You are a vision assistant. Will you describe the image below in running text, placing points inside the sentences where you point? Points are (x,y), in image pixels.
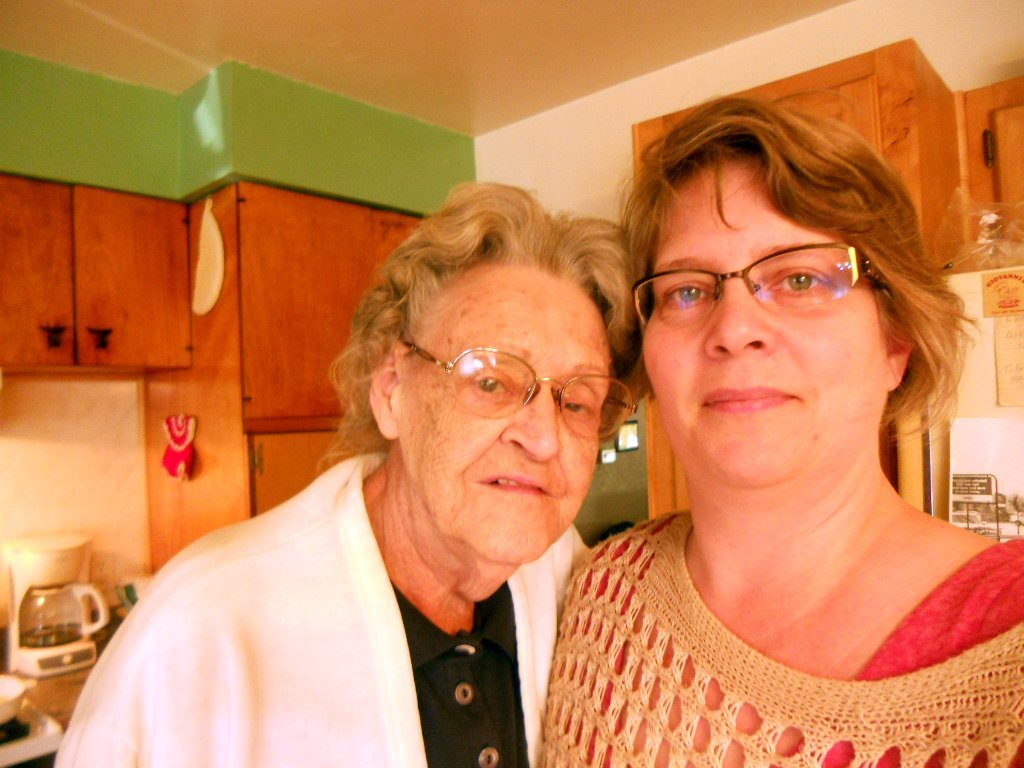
In this image I can see two women (562,531) in the front (736,475) and I can see both of them are wearing specs (825,259). In the background (947,206) I can see few cupboards (321,262) and on the bottom left side (75,557) I can see a coffee maker (34,556) and few white colour things (12,689).
